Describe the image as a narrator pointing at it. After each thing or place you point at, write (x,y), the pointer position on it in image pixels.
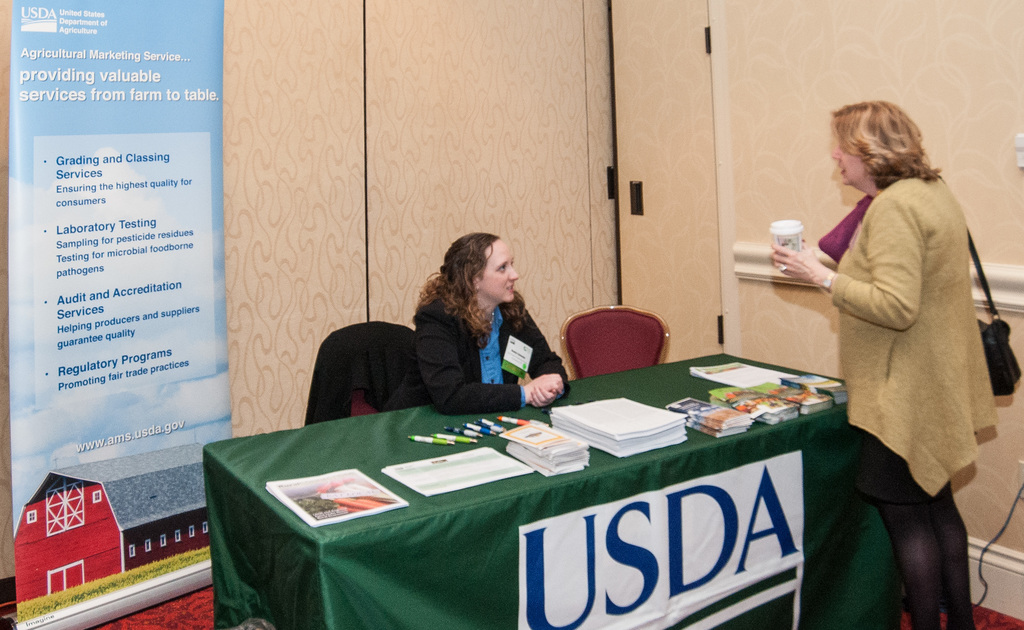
In this image we can see two woman (846,319), one is standing and wearing brown color coat (929,365) and holding black bag (999,361) and one white color cup (796,244) in her hand (802,254). The other lady (499,312) is sitting on the chair (365,358). She is wearing black color suit (478,355), In front of her one table (518,505) is there. On table (439,535) green color cloth (386,536) is covered and papers (659,433) are kept. the walls (813,86) are in light brown color. left side of the image (107,186) one banner (122,233) is present.
